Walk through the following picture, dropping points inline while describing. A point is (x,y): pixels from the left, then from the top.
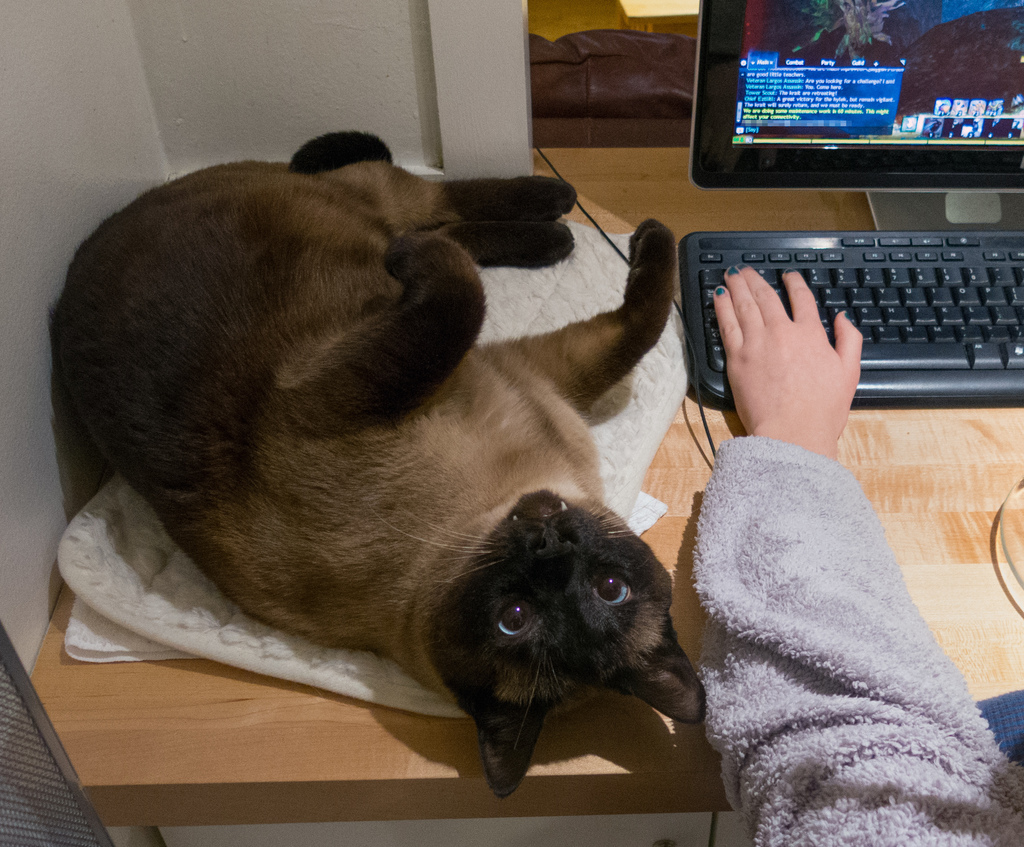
In this image I can see a cat (421,188) which is in brown color on the table (167,766) and the table (207,770) is in brown color. I can see a person hand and I can also see a system (905,303) on the table (956,472).
